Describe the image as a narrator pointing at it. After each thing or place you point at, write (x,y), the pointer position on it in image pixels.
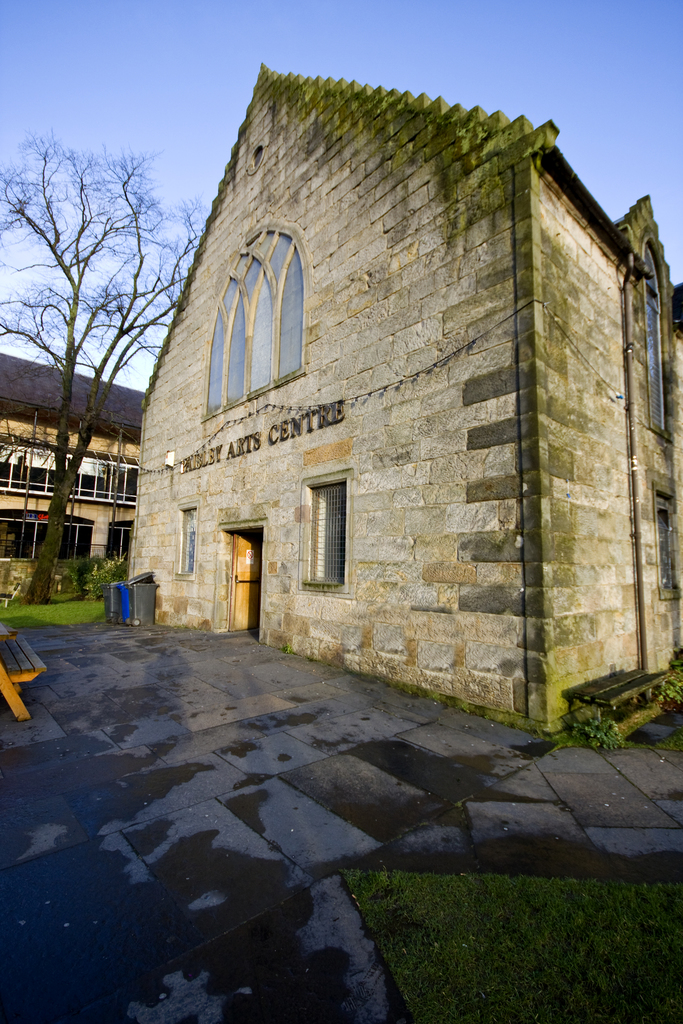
In this picture we can see two buildings (144,446), on the left side (28,668) there is a bench (21,675), we can see grass (75,608), plants (94,571), a tree (70,485) and a dustbin (116,603) in the middle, we can see windows (324,547) of these buildings (313,483), there is the sky (186,113) at the top of the picture (147,56).
